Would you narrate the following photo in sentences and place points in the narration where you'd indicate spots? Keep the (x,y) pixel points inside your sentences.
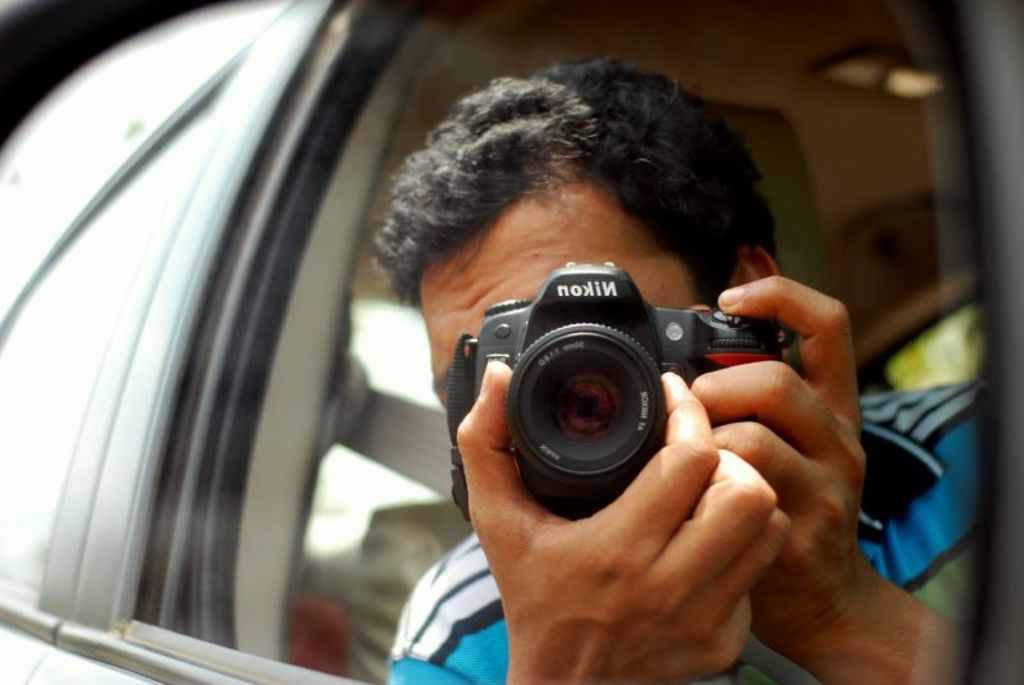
This Picture describe about a man (659,615) sitting in the car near the window seat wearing blue and white strip t-shirt (951,538) holding the Nikon camera (543,481) in his hand (529,492) and shooting a picture.
